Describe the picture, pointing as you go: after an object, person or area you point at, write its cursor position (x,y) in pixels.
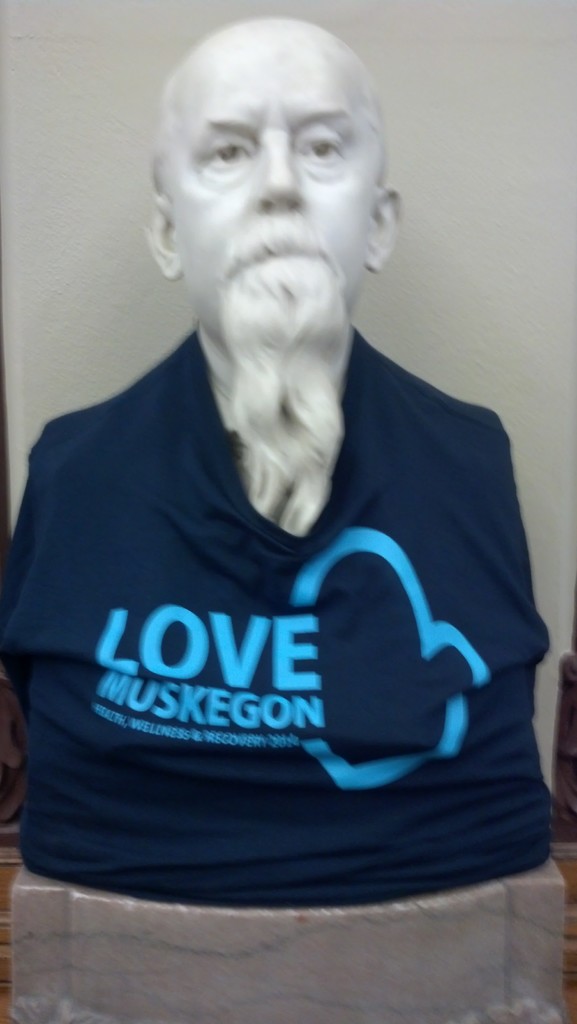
In this image in the middle (298,572), there is a statue (238,473), it wears a t shirt (288,757). In the background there is a wall (120,181).
